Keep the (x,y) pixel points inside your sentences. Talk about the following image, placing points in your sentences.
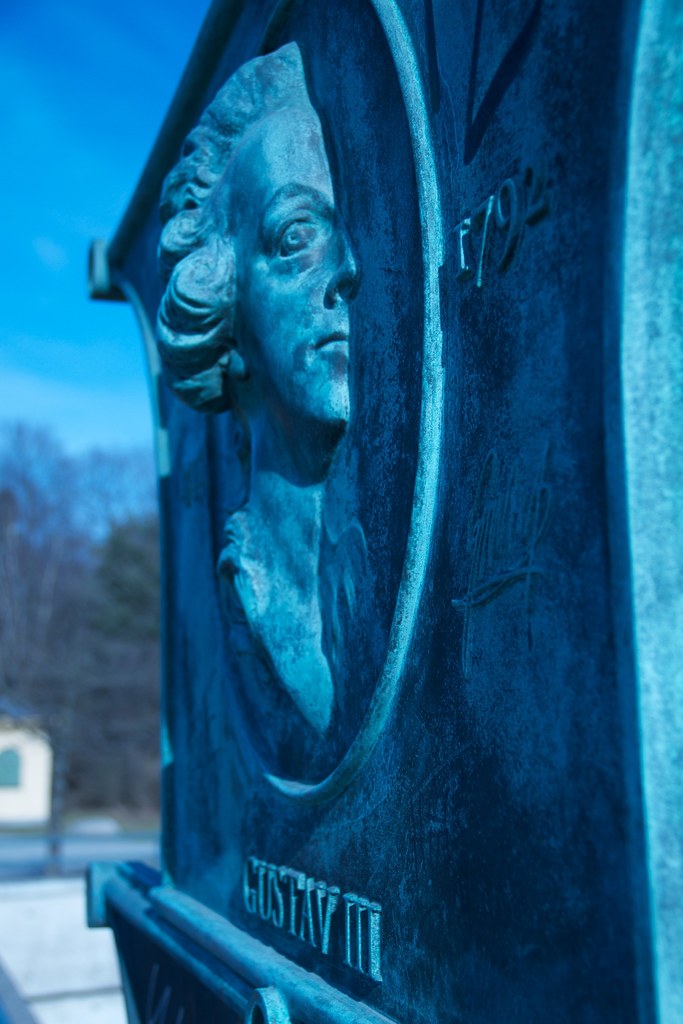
This image is taken outdoors. On the right side of the image (507,385) there is a wall (381,917) with a sculpture (285,281) on it. On the left side of the image (94,791) there are a few trees (62,725) and there is a sky (39,250) with clouds (30,388).
